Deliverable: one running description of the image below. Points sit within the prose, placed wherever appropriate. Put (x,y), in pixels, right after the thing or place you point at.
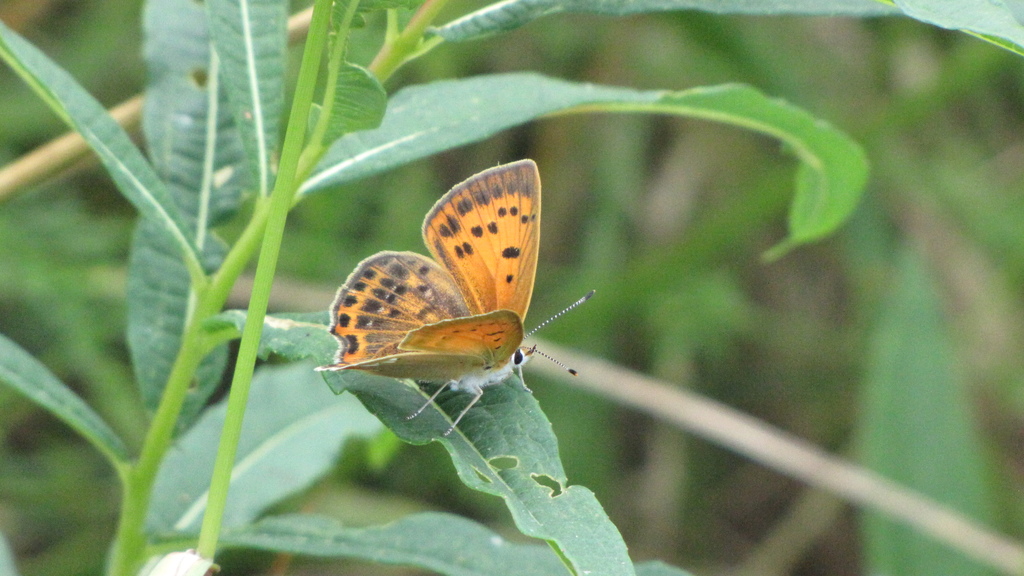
In this picture I can see the green leaves (1001,41) and in the middle of this picture (463,264) I can see a butterfly (431,286) which is of black and orange color. I see that it is green color in the background (886,546).
